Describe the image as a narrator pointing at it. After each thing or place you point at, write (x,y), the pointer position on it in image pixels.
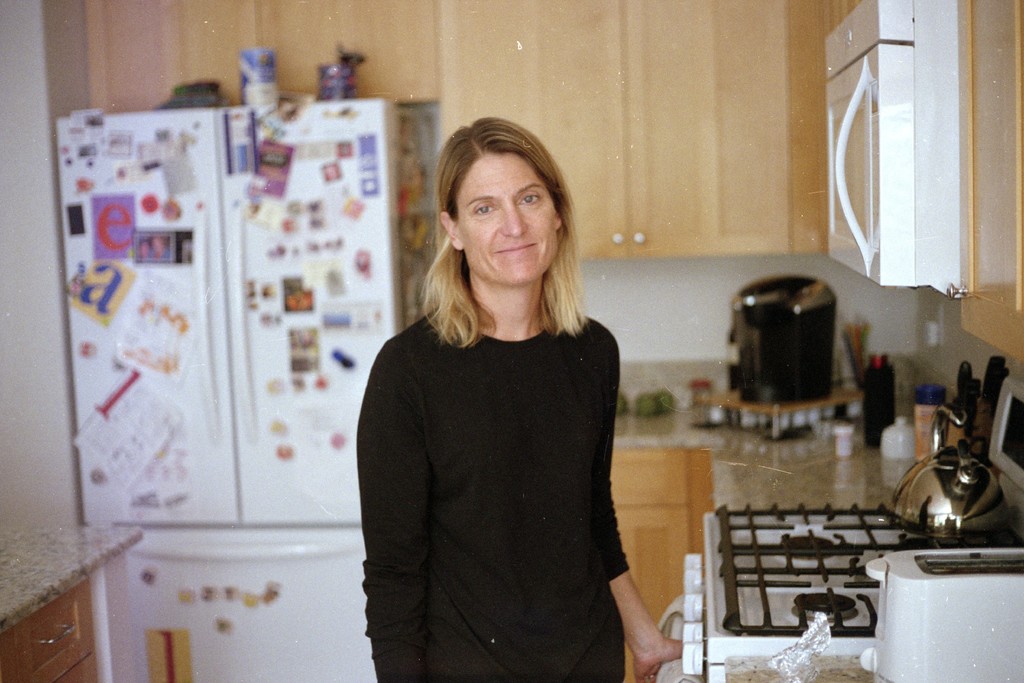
In the middle of the image (552,348), there is a woman (554,268) in a black color dress (556,432), smiling and standing. Beside her, there is a stove (741,629) and an object (884,629). In the background (636,100), there is a refrigerator (298,179), cupboards (716,130) and a table (685,442), on which there are some objects (843,443).
